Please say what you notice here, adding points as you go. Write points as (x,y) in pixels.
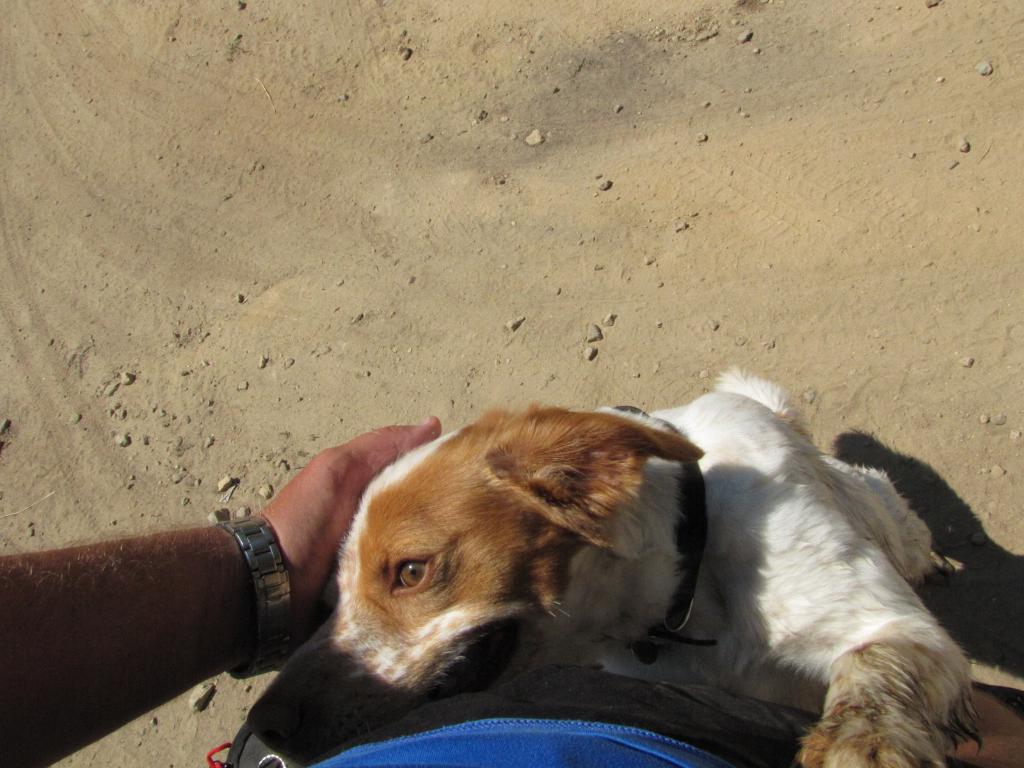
In this image we can see a person (545,740) wearing a wrist watch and a dog (806,556) on the ground (828,306).
